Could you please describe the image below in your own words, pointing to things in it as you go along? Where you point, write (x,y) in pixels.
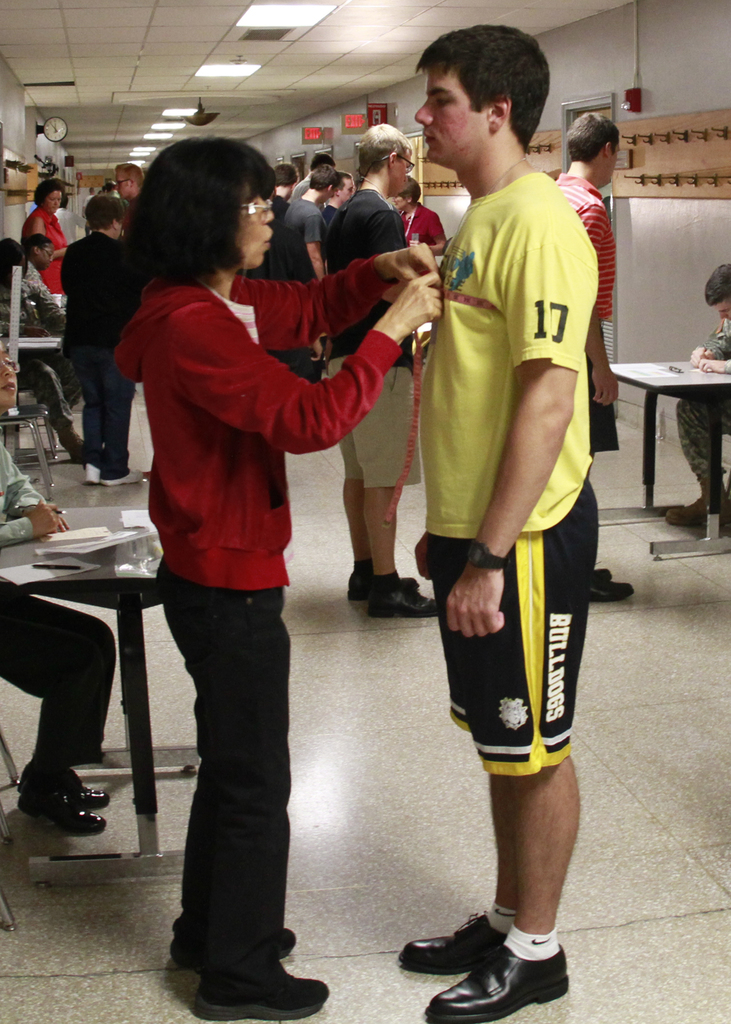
In this picture there is a woman (361,263) and a man (584,322) standing. Woman (426,303) is holding a object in her hands (412,258). In the backdrop (593,239) there are many people (103,325) standing.
